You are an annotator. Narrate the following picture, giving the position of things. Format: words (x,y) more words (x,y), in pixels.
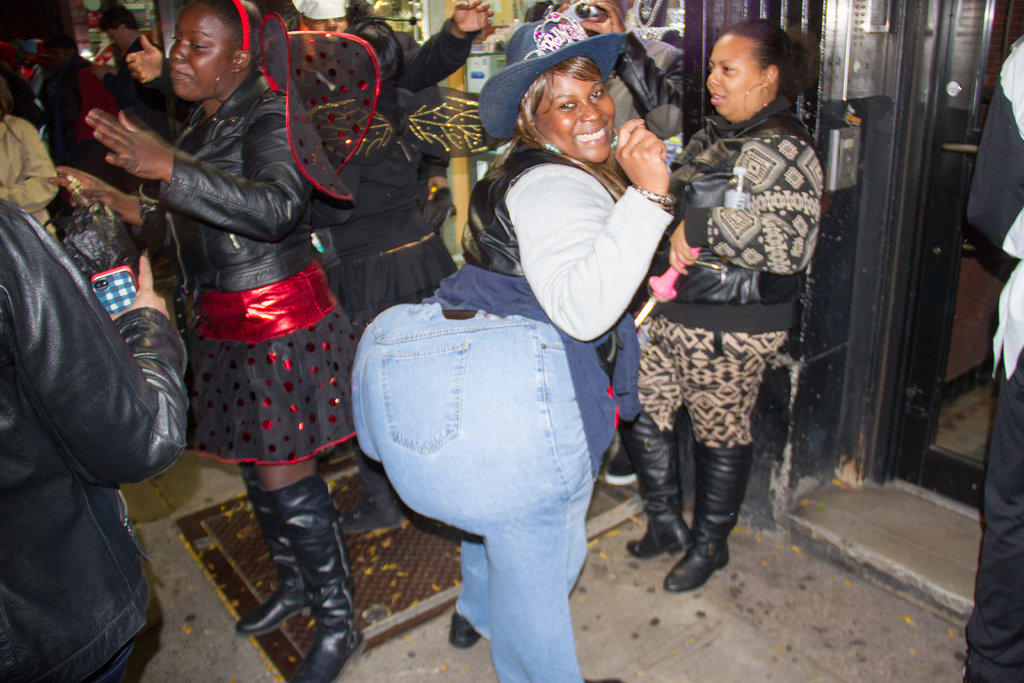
In this image there are few people (449,295), a door (917,313) and some objects (492,32) in the shelves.
